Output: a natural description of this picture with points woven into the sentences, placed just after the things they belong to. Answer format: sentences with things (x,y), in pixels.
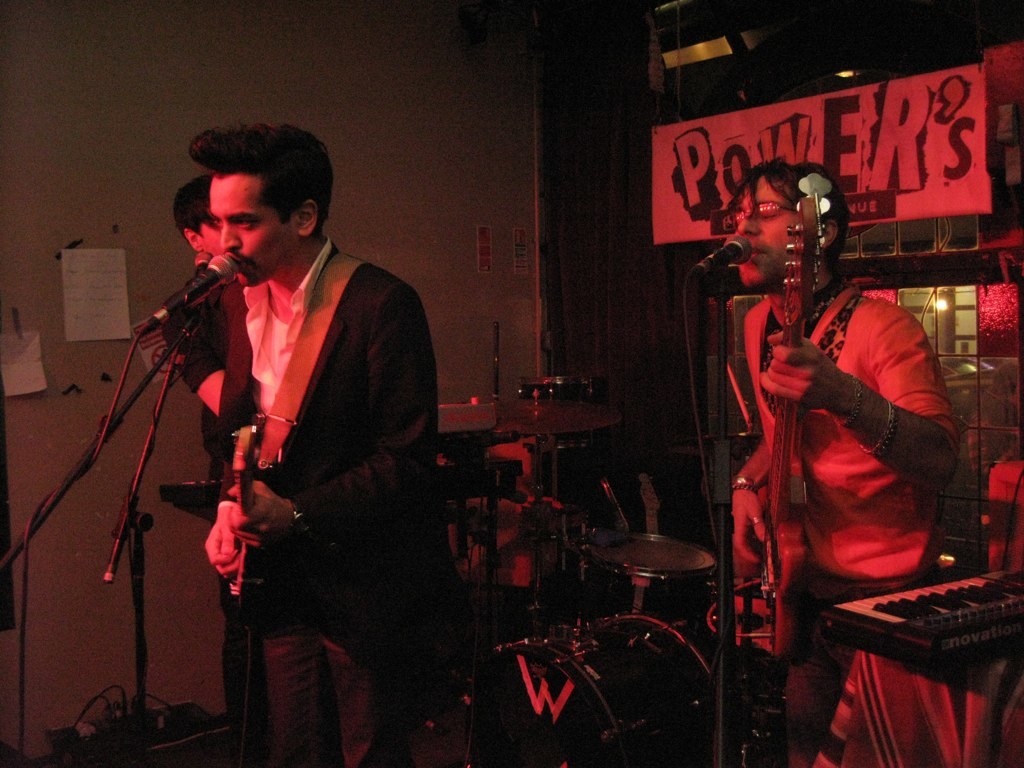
This image is a band (833,192), where in the foreground of the image (341,364) there is a person (277,400) playing guitar (246,453) wearing a black suit (345,352), he is singing there is a microphone (198,281) in front of him. In the left (204,228) background (200,216) there is another person (201,229). In the center of the image (524,431) there are drums (560,664) to the right of the image (856,457) there is a person (772,248) singing, he is playing guitar (788,463). To the right corner (931,595) in the foreground (941,605) there is a piano (936,609). In the background (829,141) there is a poster (813,118) saying powers. In the left (227,97) background (110,257) there is a wall (122,114) and few papers (95,272) are stick on it
